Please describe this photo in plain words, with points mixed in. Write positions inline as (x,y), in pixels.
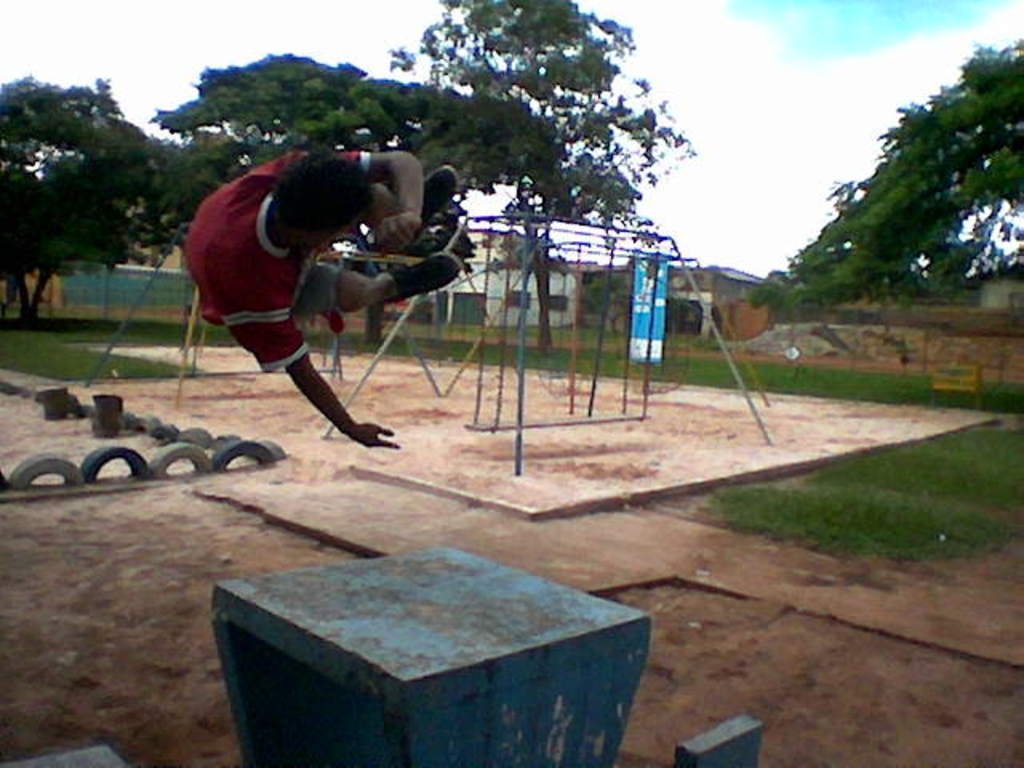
In this image we can see a person (306,252) jumping. In the center (542,423) there is a swing (520,422). At the bottom (458,671) we can see a pedestal (379,656). On the left (74,477) there are tires (85,459). In the background (87,240) there are trees (69,162) and sky (697,45). We can see grass (818,372).
